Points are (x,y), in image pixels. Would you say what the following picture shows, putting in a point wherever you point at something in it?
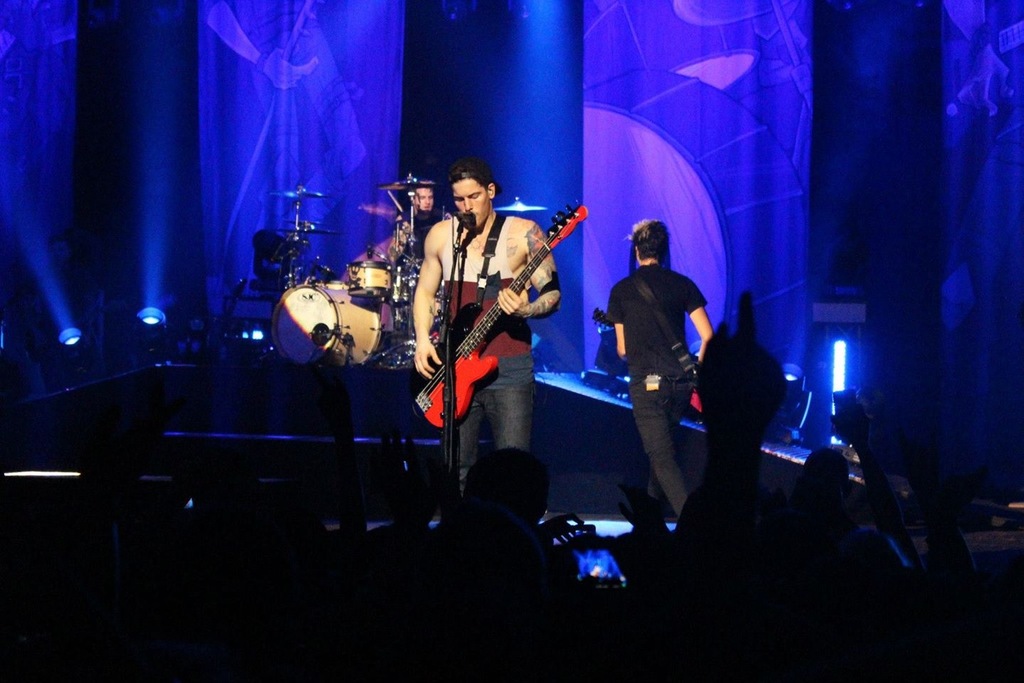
This person (461,170) is standing and playing a guitar (467,348) in-front of mic (462,225). These are audience (554,541). This man (656,372) is walking and holding a guitar (614,330). This person (422,236) is sitting and playing these musical instruments (331,311). Far there is a light (834,367).
